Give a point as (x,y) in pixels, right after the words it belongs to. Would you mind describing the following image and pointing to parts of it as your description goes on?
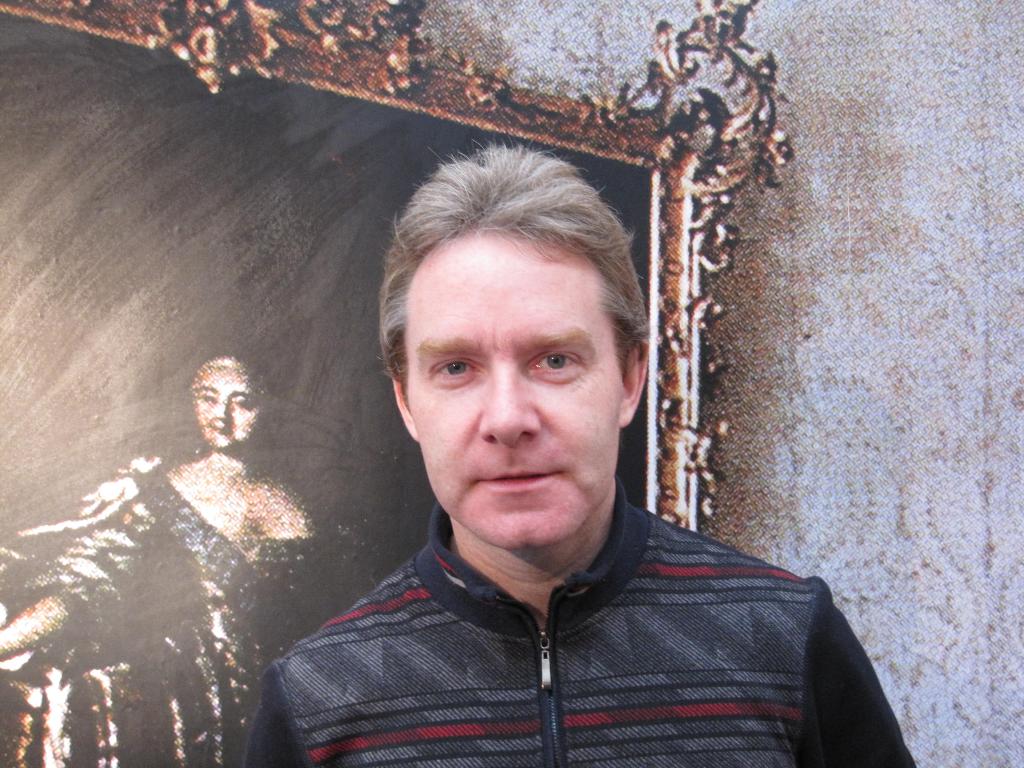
In this image there is a person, and at the background (564,143) there is a wall poster (244,281) of a frame (322,40) attached to wall (517,67).
